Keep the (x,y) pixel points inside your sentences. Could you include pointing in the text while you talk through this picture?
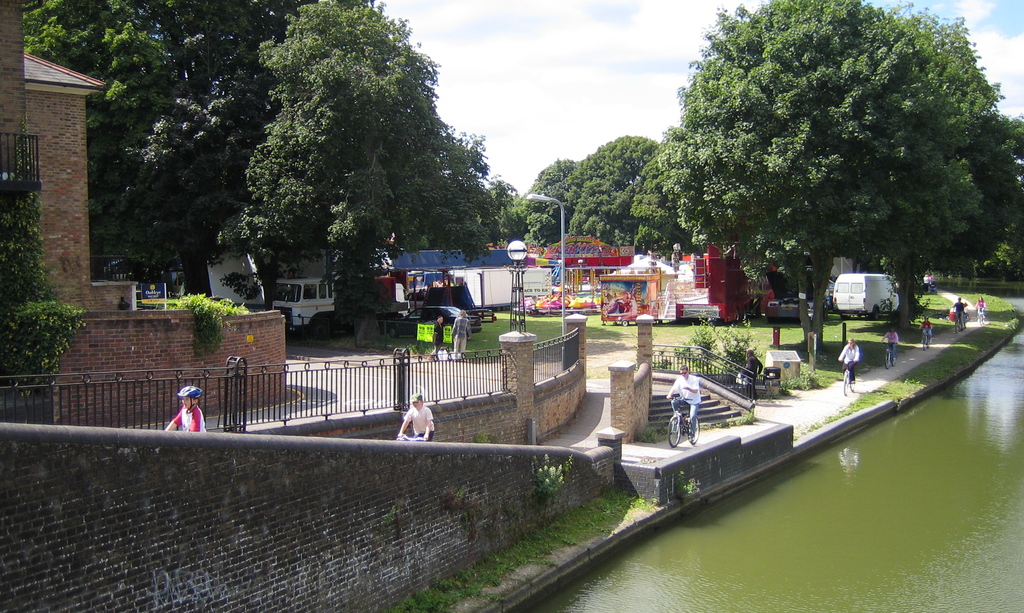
In this picture there are people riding bicycles (669,432) on the path (871,387) and we can see water (875,459), grass (814,382), plants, wall (787,434) and fences (408,379). There are two people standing and we can see trees (175,197), board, poles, light (564,205), vehicles (499,279), trees (476,217) and objects (672,257). In the background of the image (582,103) we can see the sky (612,73) with clouds (612,70).
